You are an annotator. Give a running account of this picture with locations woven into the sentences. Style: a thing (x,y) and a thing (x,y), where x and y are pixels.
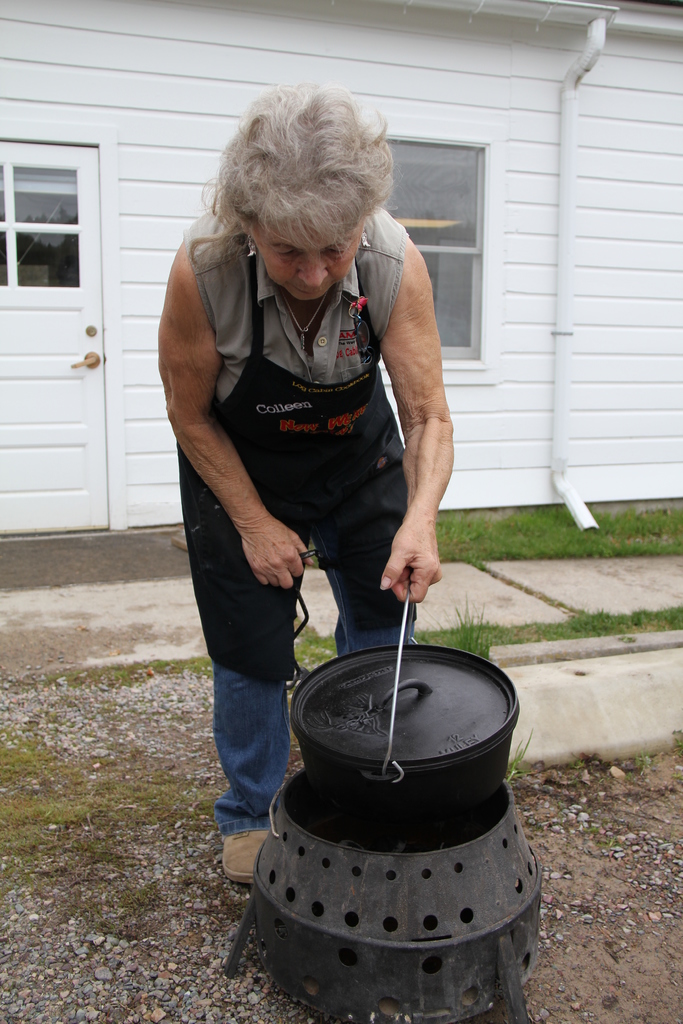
In this image in the center (293,450) there is one woman (262,545) who is standing and she is holding one bucket (394,712) and in the background (140,134) there is a house (77,253), door (77,231) and a glass window (440,304). At the bottom (189,799) there is a grass (189,799) and some stones (553,899).
